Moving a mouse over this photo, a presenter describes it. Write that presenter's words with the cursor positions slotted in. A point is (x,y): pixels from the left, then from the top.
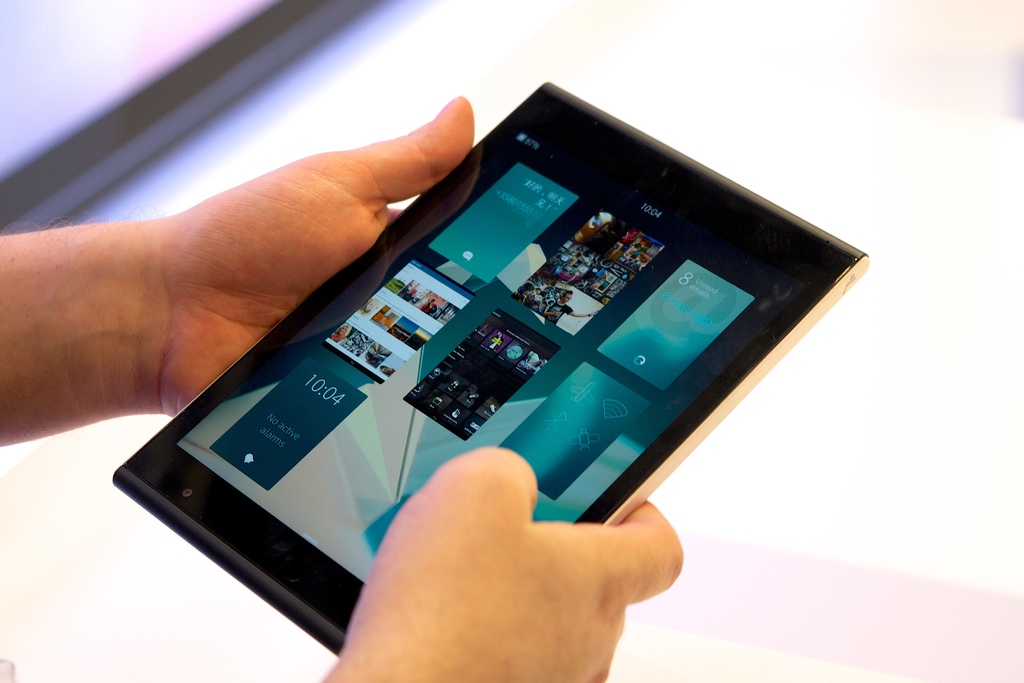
In this image there is a person (489,548) who is holding the tablet (464,430) with both the hands (532,547).
